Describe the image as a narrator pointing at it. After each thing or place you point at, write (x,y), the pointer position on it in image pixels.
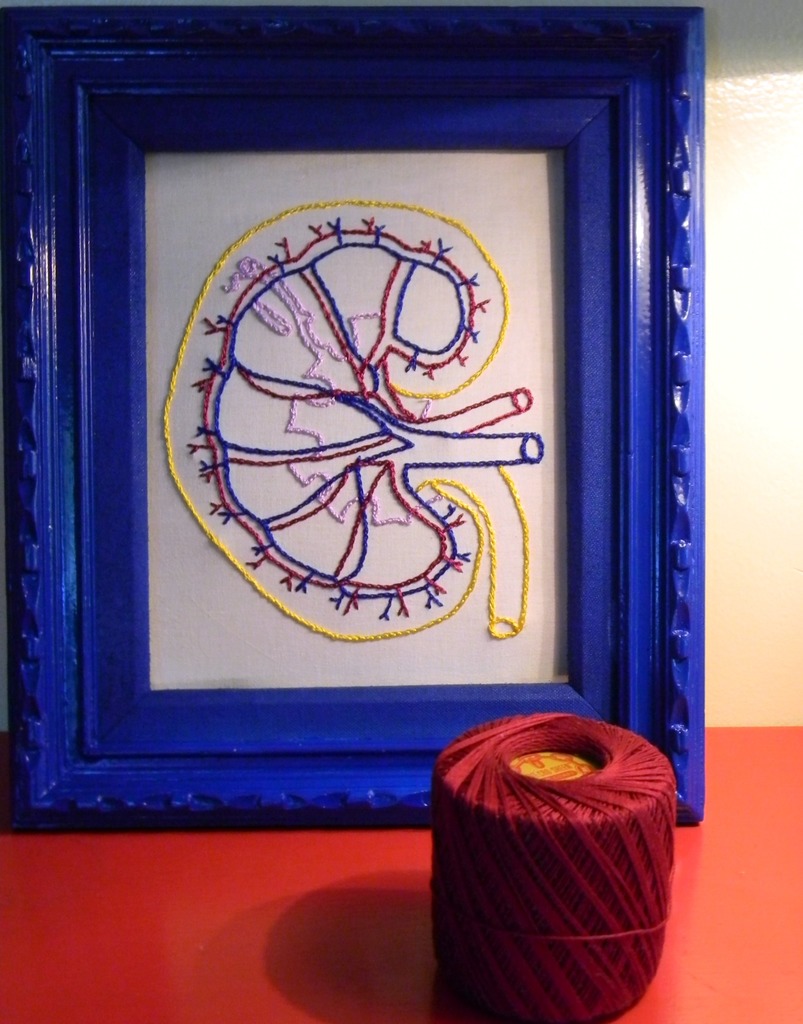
In the foreground of the picture (498,419) there is a frame (133,669) and there is thread (553,862), they are placed on a table (272,934).
